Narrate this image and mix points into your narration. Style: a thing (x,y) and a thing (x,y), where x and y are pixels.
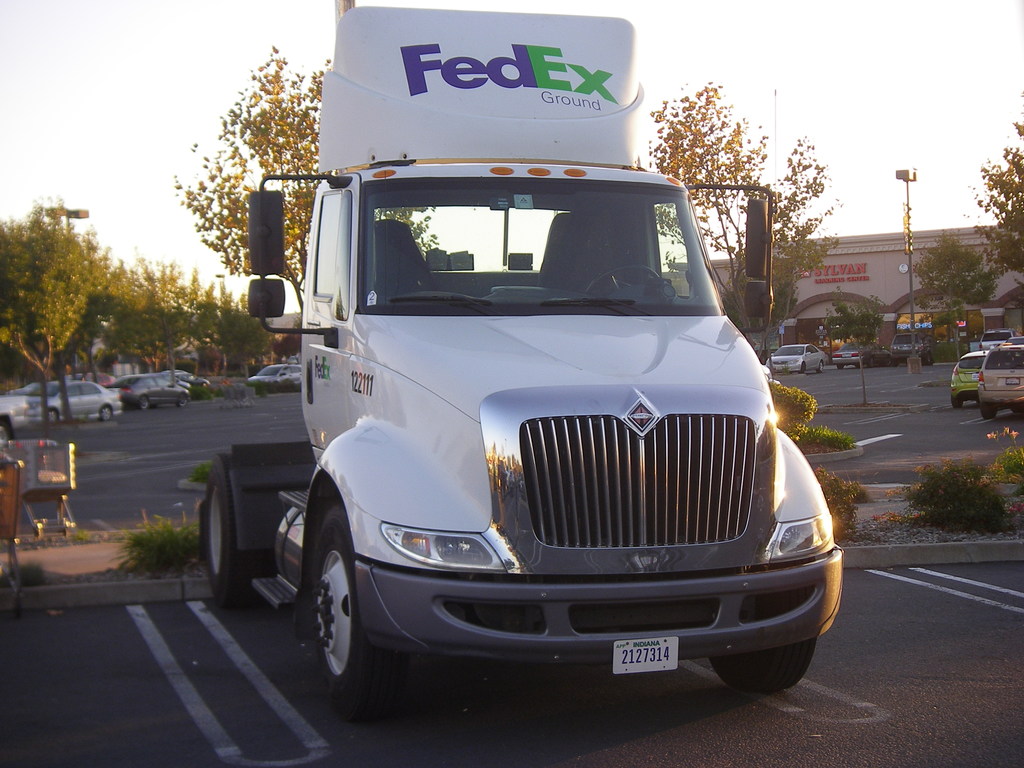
In this image I can see a truck (404,450) which is white and grey in color on the road (807,686). In the background (973,486) I can see few plants (969,525) the road (191,430), few other cars (30,412), few trees (188,303), a pole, a building (883,264) and the sky (716,39).
